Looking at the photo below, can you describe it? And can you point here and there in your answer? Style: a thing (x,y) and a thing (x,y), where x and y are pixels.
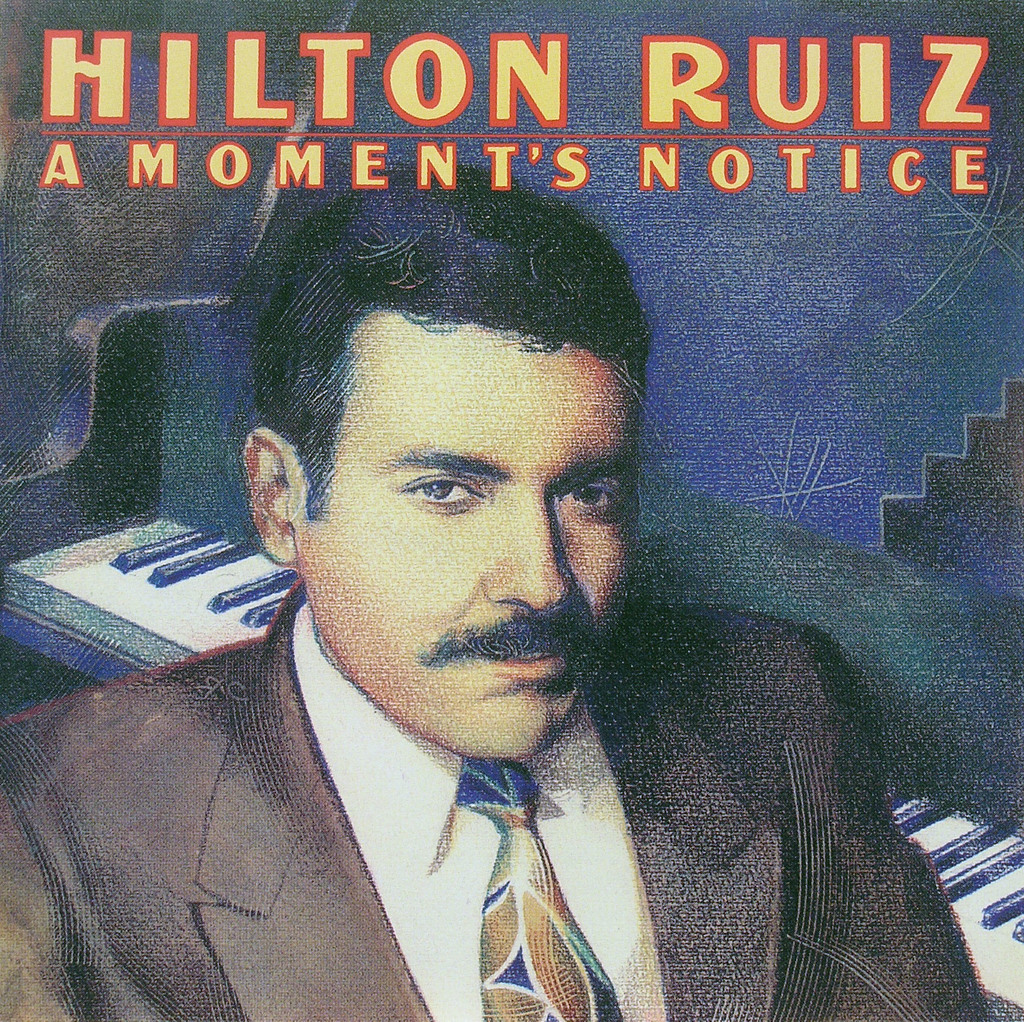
In the foreground of this poster, there is a man (460,876) wearing suit (223,962) is in front of a piano (764,561). On the top (882,101), there is some text (450,73).
